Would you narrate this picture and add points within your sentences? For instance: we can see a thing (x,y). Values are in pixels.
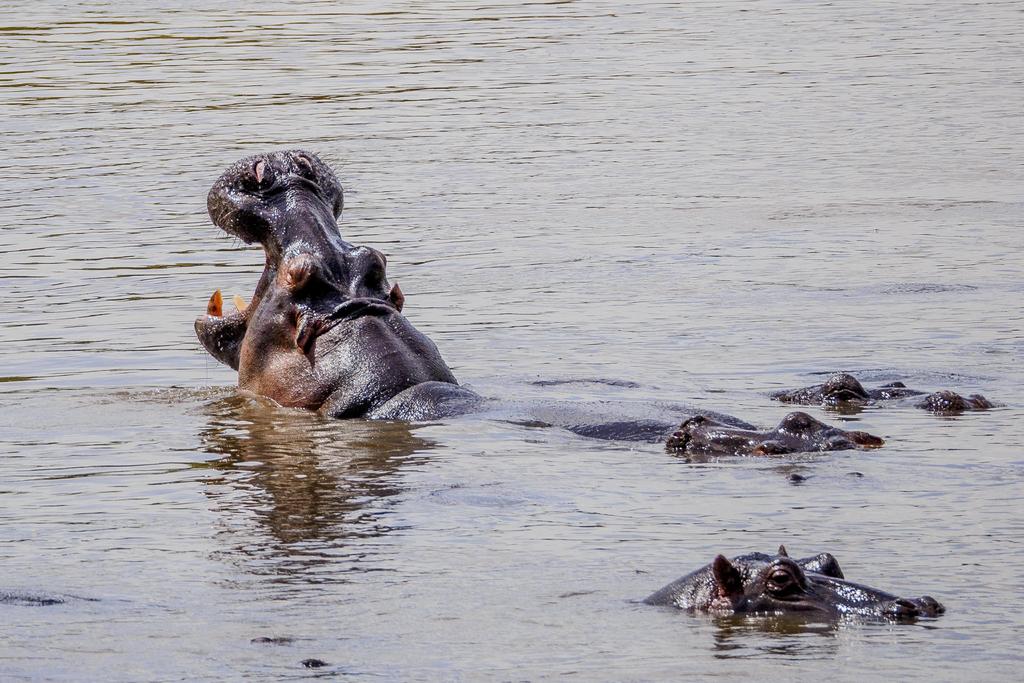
In this picture i can see few hippopotamus (393,331) in the water (526,176). They are black and light brown in color.
